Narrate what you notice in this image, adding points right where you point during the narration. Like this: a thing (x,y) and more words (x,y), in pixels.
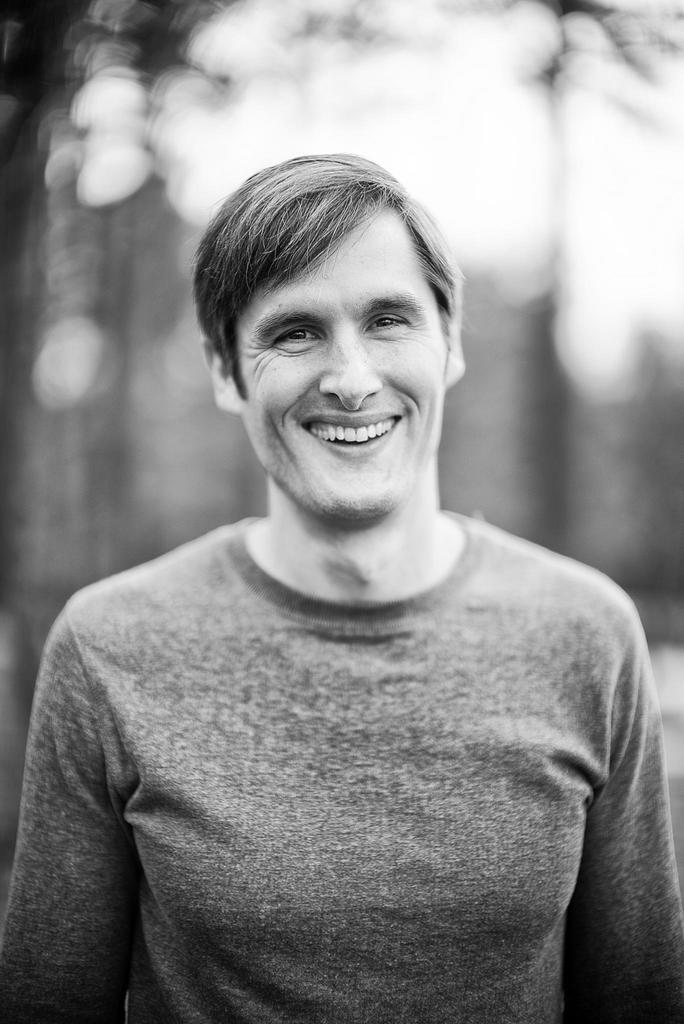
In this picture we can see a person (300,263) smiling and in the background (235,25) it is blurry.
